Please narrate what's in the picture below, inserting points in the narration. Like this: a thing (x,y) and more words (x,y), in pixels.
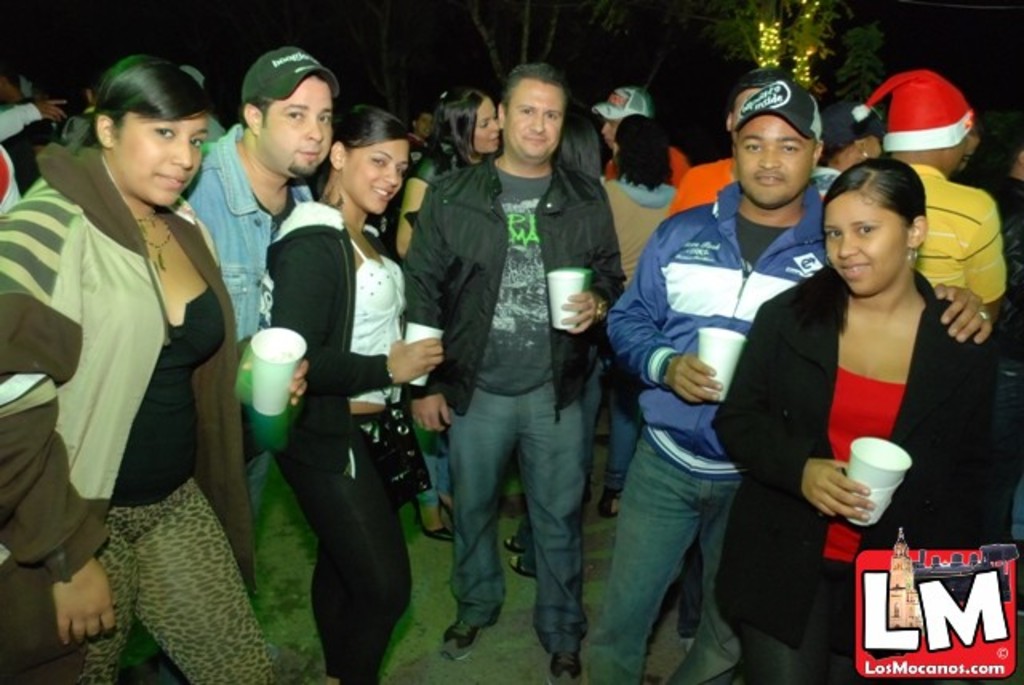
There are many people (465,234). Some are wearing caps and holding cups (262,342). In the background (587,52) there are trees (802,43) and lights (772,44). In the right bottom corner (951,628) there is a watermark (958,606).
